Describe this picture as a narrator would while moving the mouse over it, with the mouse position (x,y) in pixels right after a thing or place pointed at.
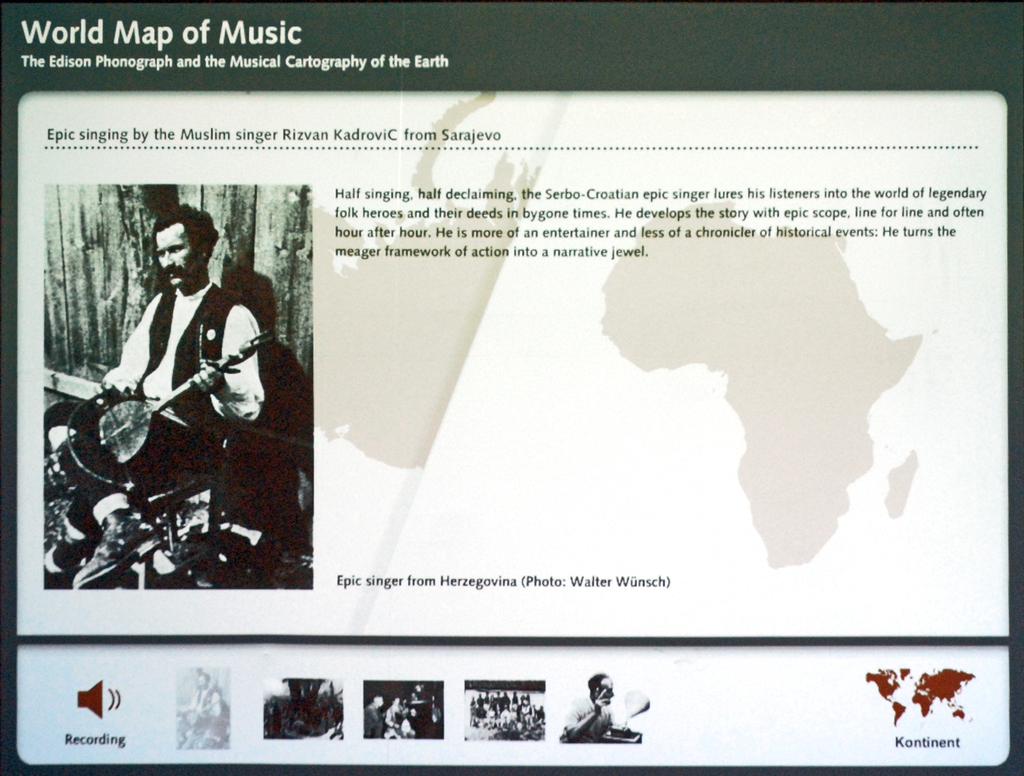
This picture consists of a poster (205,239), where there is an image of a man (217,420) on the left side (172,390) and there is a map (716,312), written content (660,196) and other images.
